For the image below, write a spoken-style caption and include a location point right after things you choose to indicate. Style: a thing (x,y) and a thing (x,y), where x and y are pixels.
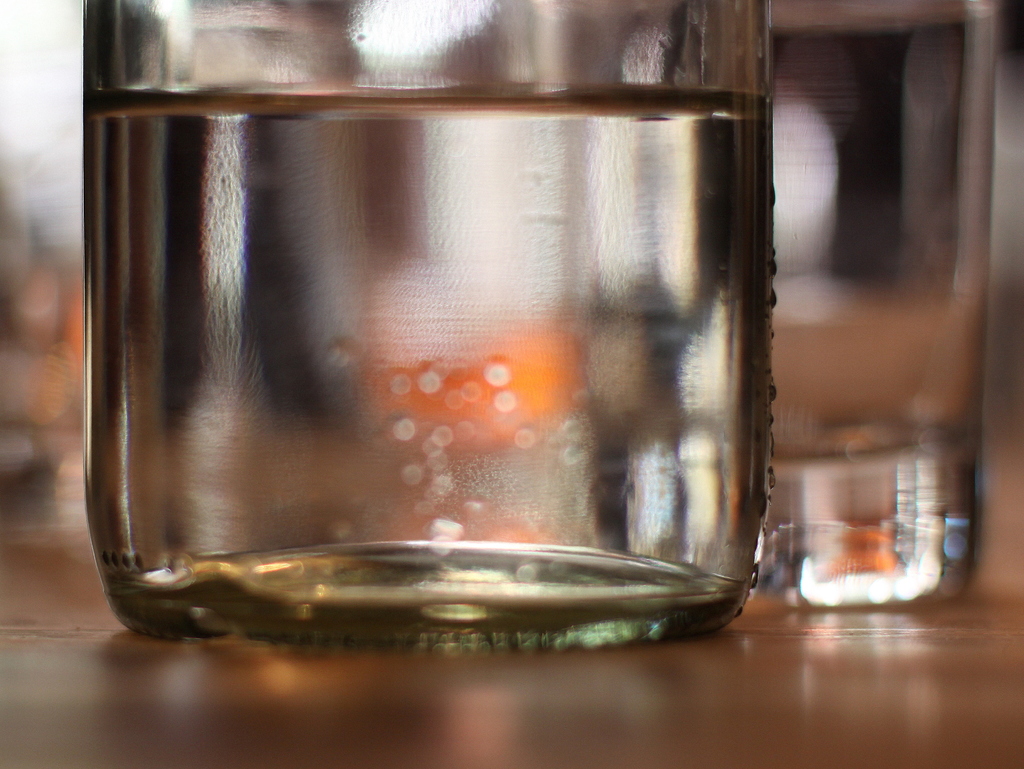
In this picture, there are two glasses (639,404) filled with the liquid (476,360).
